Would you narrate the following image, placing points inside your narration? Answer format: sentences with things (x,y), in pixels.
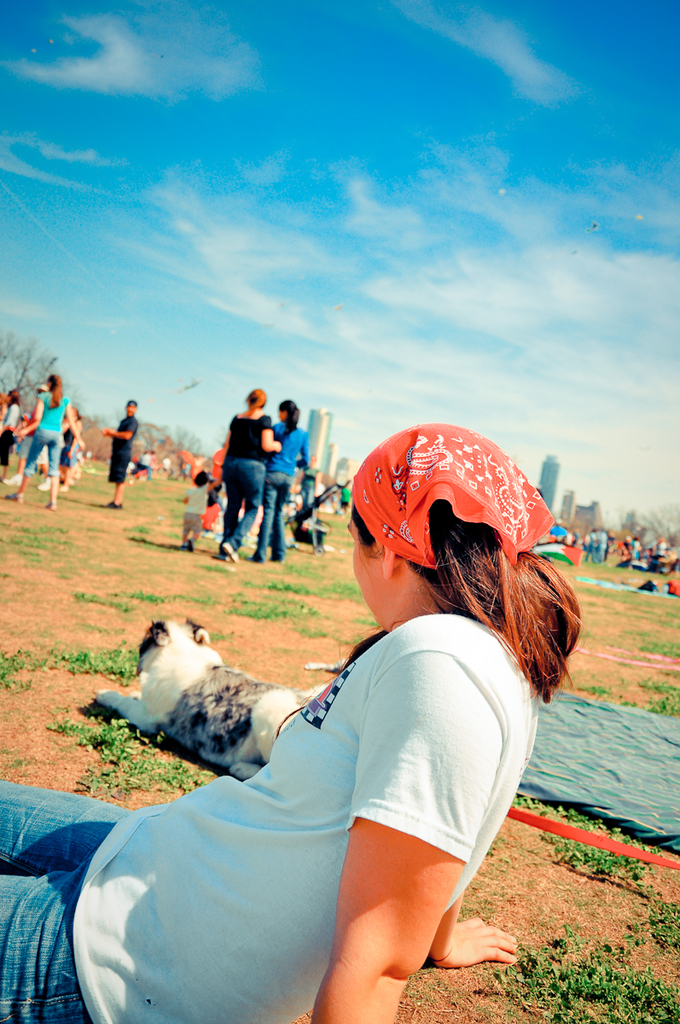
In this image we can see a woman (361,839) sitting on the ground (240,648) and a dog (208,691) beside her. we can also see some people (284,517) standing. On the backside (393,409) we can see some buildings (343,469) and the sky (445,294) which looks cloudy.
